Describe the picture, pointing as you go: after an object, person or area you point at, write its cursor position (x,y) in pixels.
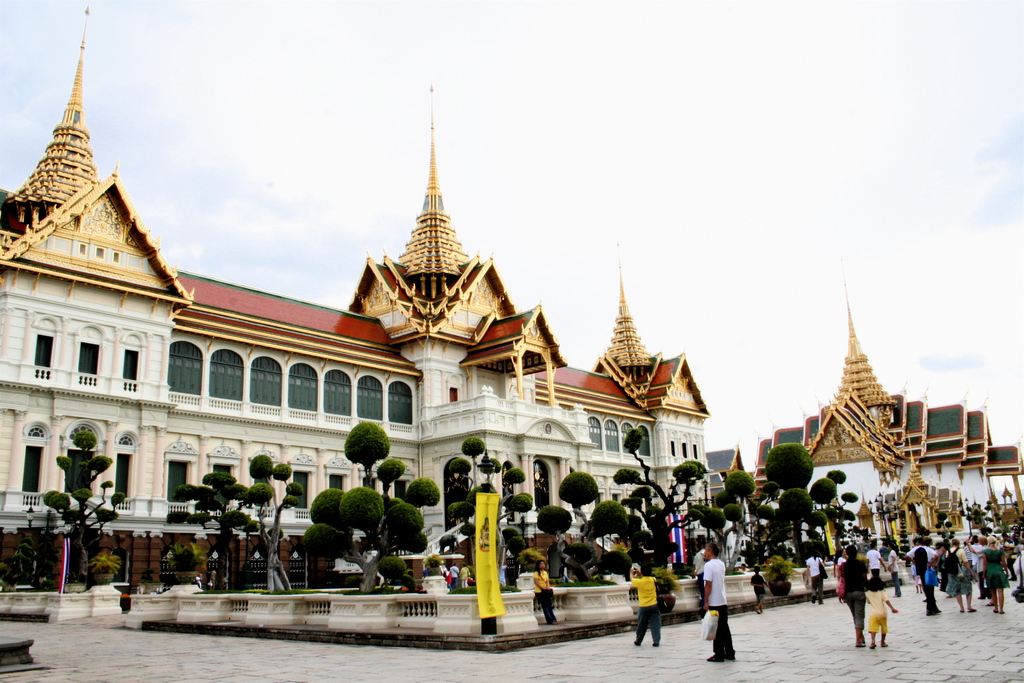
This picture shows few buildings (564,401) and we see few trees (83,556) and few people (759,594) standing and we see couple of banners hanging and we see a cloudy sky (636,196).
